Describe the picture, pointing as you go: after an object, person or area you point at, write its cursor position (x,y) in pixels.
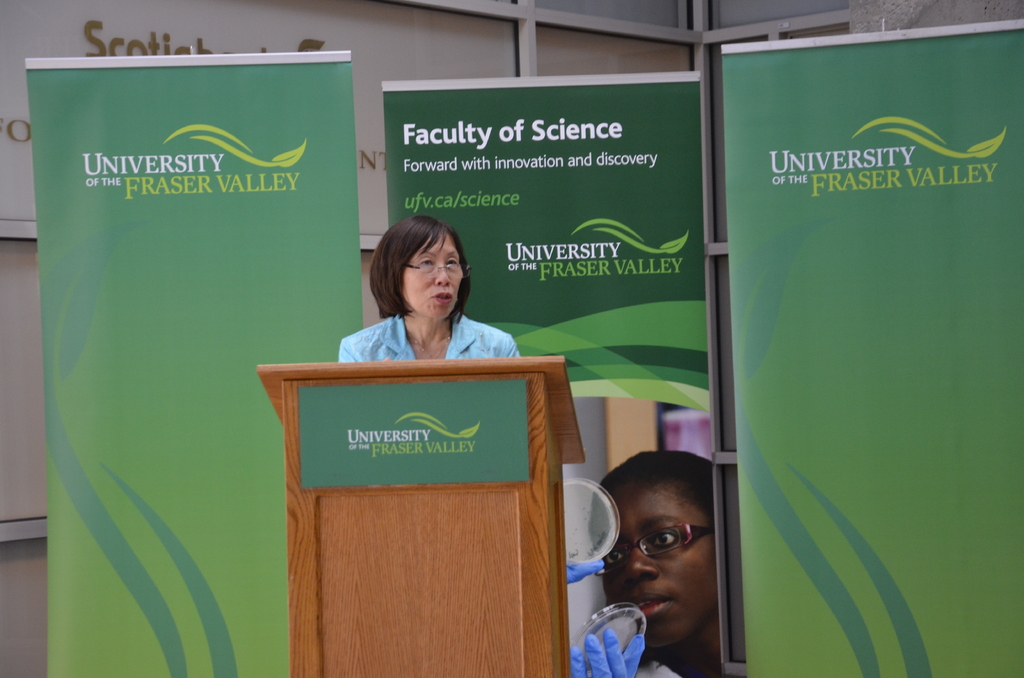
This image is taken indoors. In the background (516,64) there is a wall (650,40) and there is a board (14,45) with text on it. There are three banners (279,189) with a text (871,158) on them. In the middle of the image (420,339) there is a podium (399,509) and a woman (410,306) is standing on the floor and there is an image (622,587) of a person (669,579) holding petri dishes (580,519) in hands (623,673).
